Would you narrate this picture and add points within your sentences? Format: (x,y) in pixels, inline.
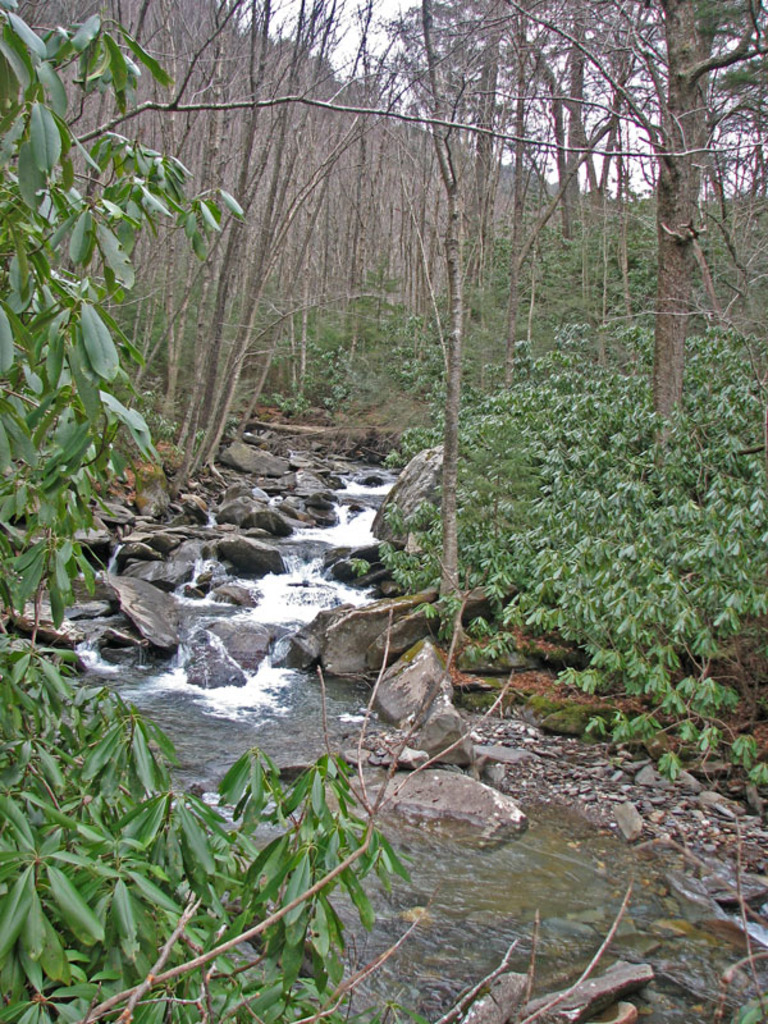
At the bottom of the image (249,732) there is water (291,556) and there are some stones (267,471). In the middle of the image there are some trees (318,91). Behind the trees (274,91) there is sky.
